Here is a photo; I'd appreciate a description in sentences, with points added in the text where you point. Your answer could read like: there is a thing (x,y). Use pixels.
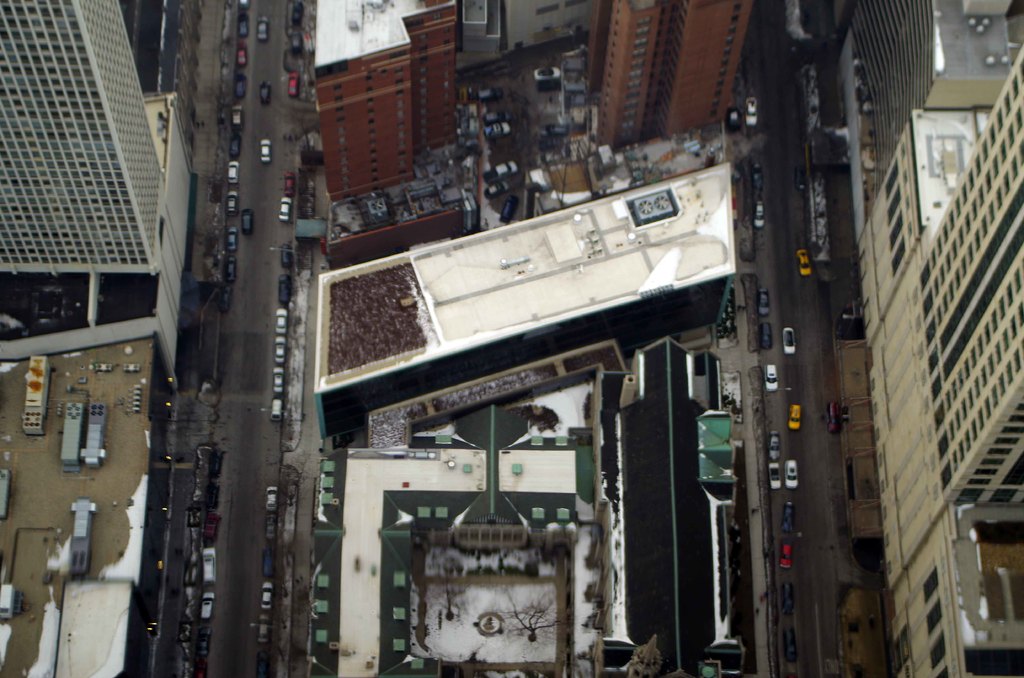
In this image, we can see some buildings (867,342) and vehicles (209,556). We can see the ground (447,586) and some trees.
